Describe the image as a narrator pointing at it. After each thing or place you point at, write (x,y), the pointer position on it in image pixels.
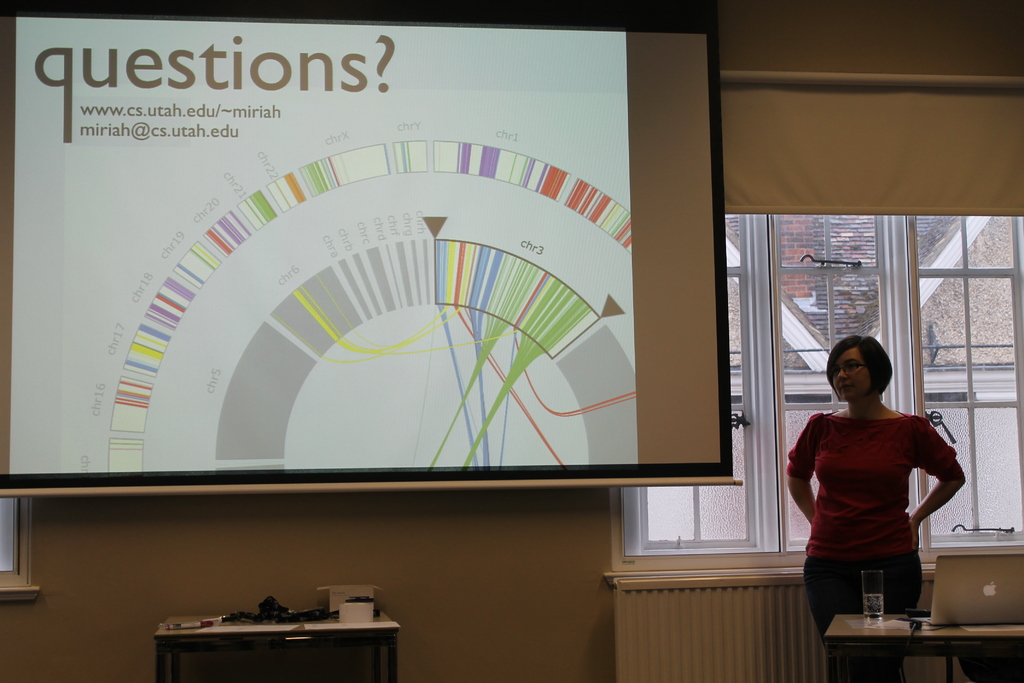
There is a woman (811,451) standing on the floor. Here we can see a table (953,669). On the table (957,642) there is a laptop (954,570), glass (879,588), and objects (275,599). In the background (461,568) we can see a screen (448,440), wall (552,529), and windows (883,334).
